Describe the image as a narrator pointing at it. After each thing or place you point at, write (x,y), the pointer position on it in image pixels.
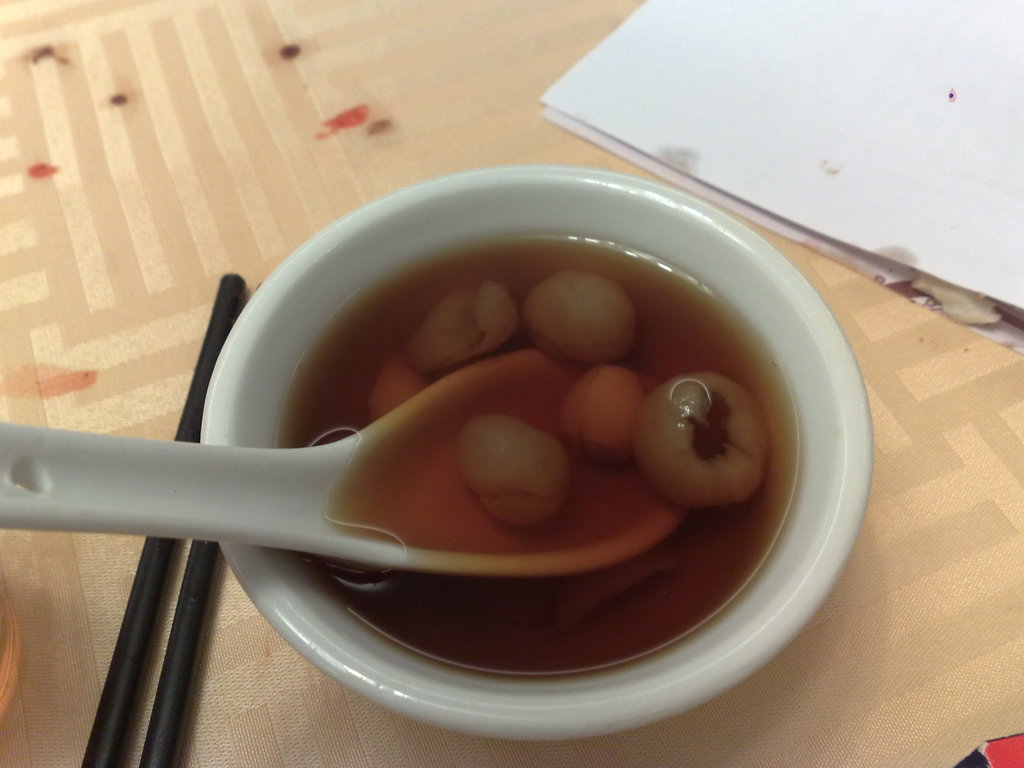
In this image we can see some food item (419,333) and spoon (272,530) are kept in the white color bowl (693,690) and we can see chop sticks (117,700) and papers (716,67) are kept on the surface (700,746).
